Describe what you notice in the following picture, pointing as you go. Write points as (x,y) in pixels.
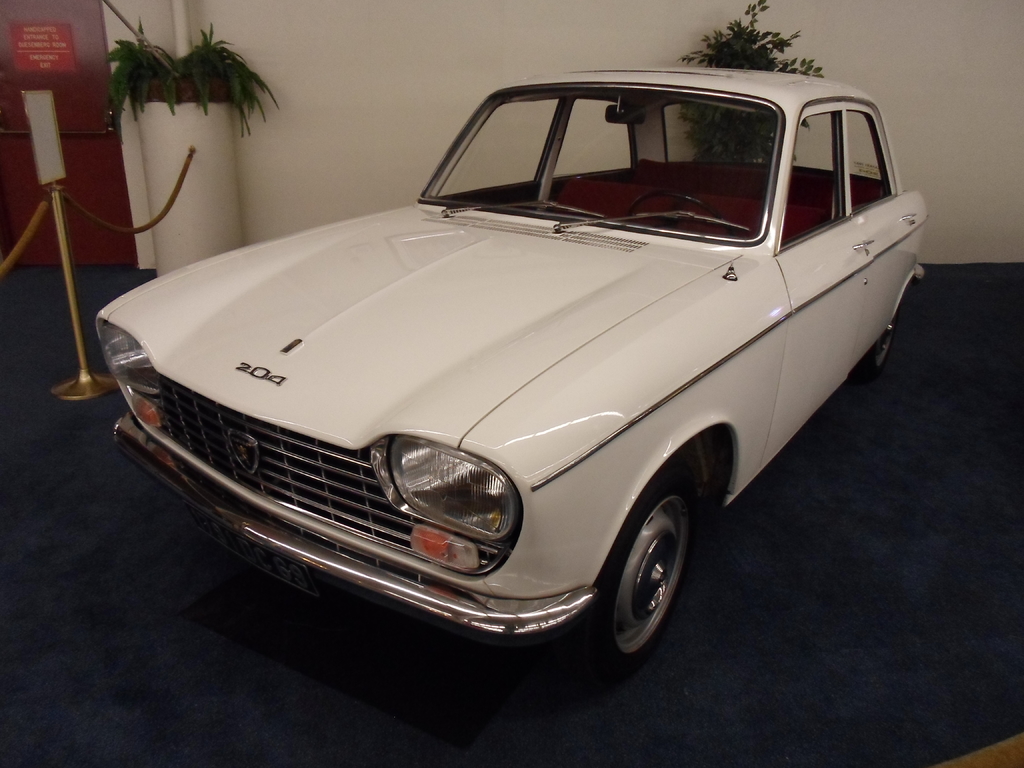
As we can see in the image there is a white color wall (266,165), car (419,380), door (83,103) and plants (154,75).
